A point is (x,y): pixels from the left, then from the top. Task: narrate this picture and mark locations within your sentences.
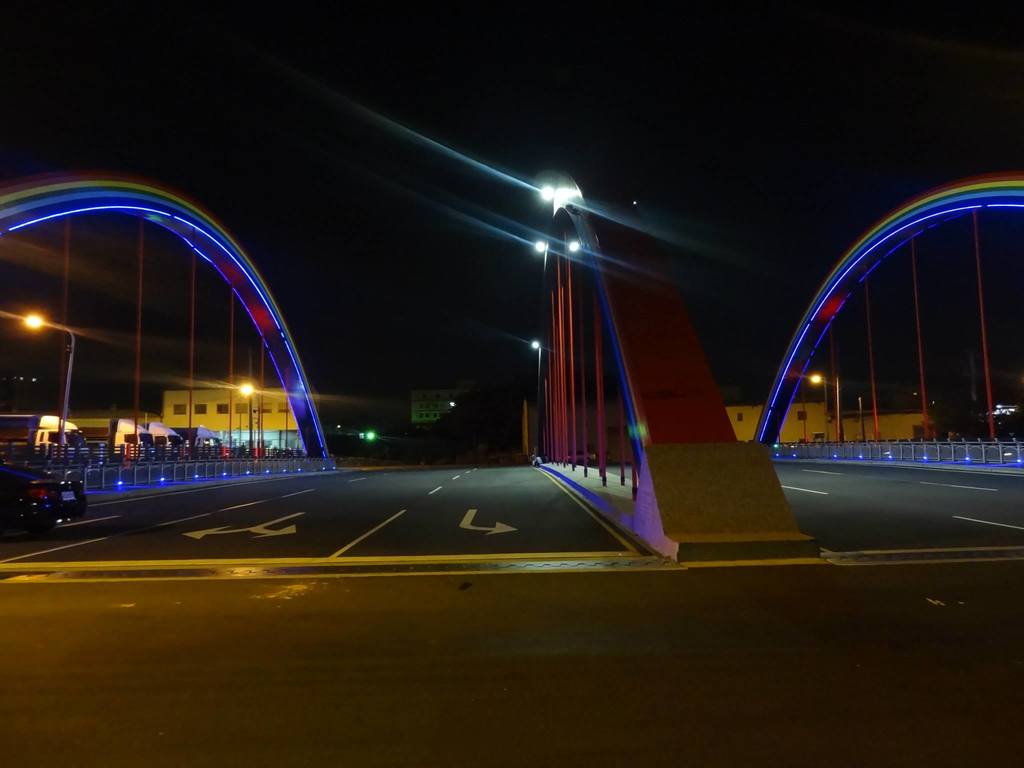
In this image, we can see arches (765,412), lights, poles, railings (1000,451), roads (895,501) and vehicles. Background (530,441) we can see buildings (858,433), trees (515,433), lights (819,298) and dark view.
